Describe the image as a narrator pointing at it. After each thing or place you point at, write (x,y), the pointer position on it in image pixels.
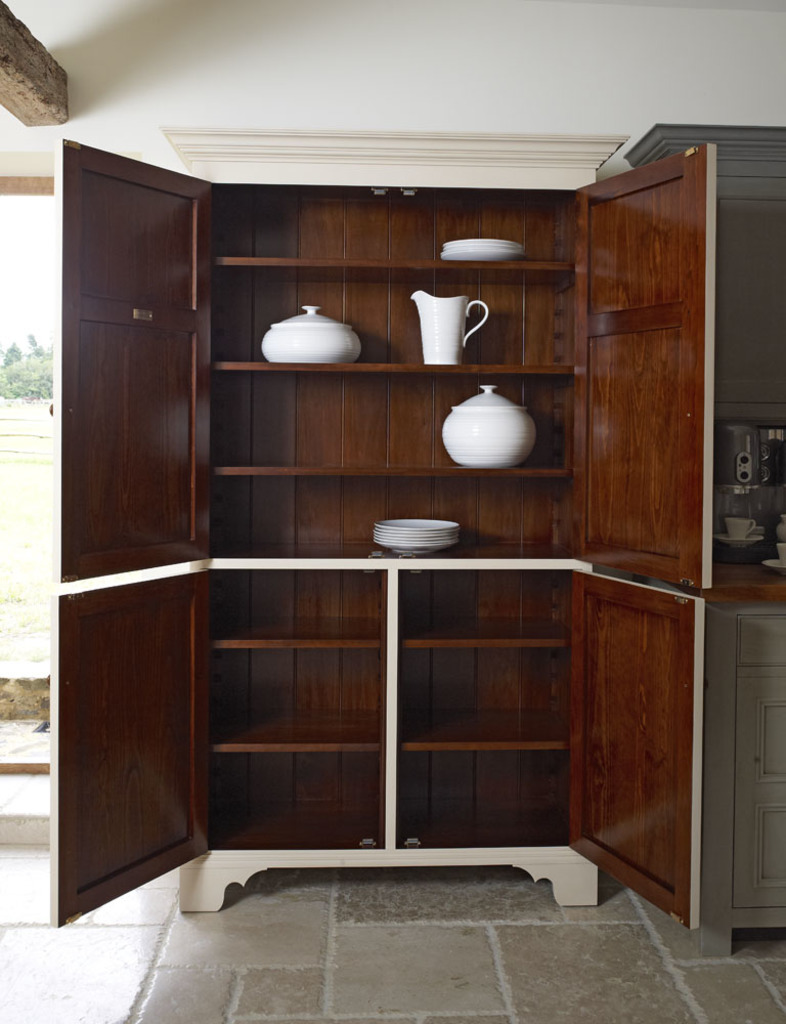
In this image I can see few plates (401,543) and few objects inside the cupboard (538,598). I can see few objects (745,544) on the table (737,582). Back I can see the white color wall (417,51).
